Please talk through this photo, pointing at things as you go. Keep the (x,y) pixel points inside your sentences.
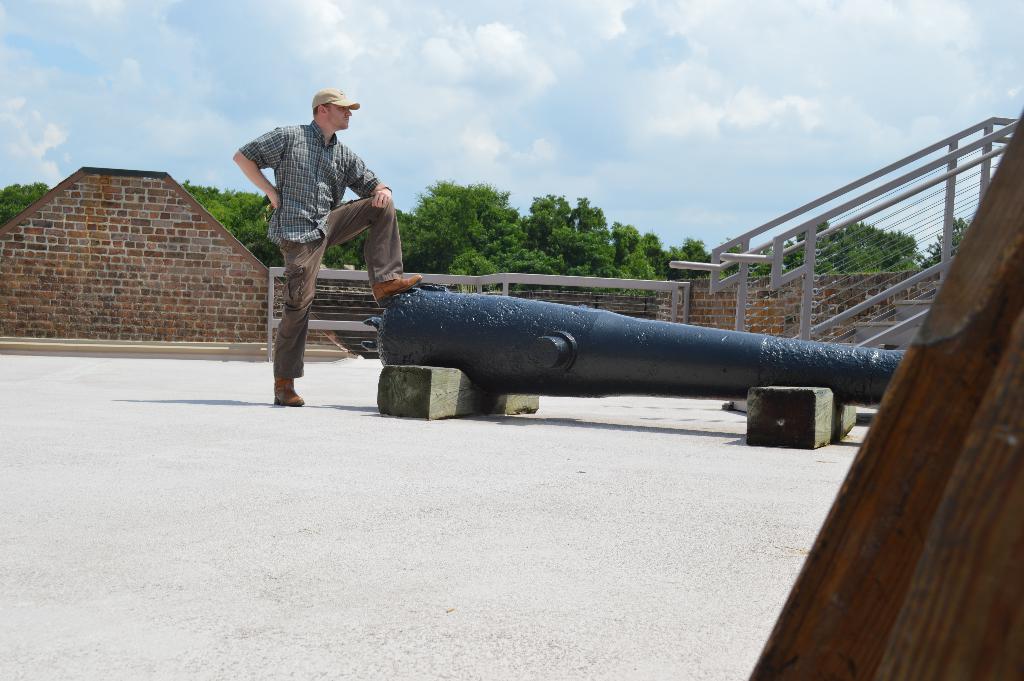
In this image I can see the person (309,196) and the person (369,269) is wearing blue and brown color dress (298,246) and I can also see the cannon (657,360). Background (882,307) I can see few stairs (863,331) and the wall (144,240) is in brown color and I can also see few trees (471,210) in green color and the sky (545,100) is in blue and white color.
